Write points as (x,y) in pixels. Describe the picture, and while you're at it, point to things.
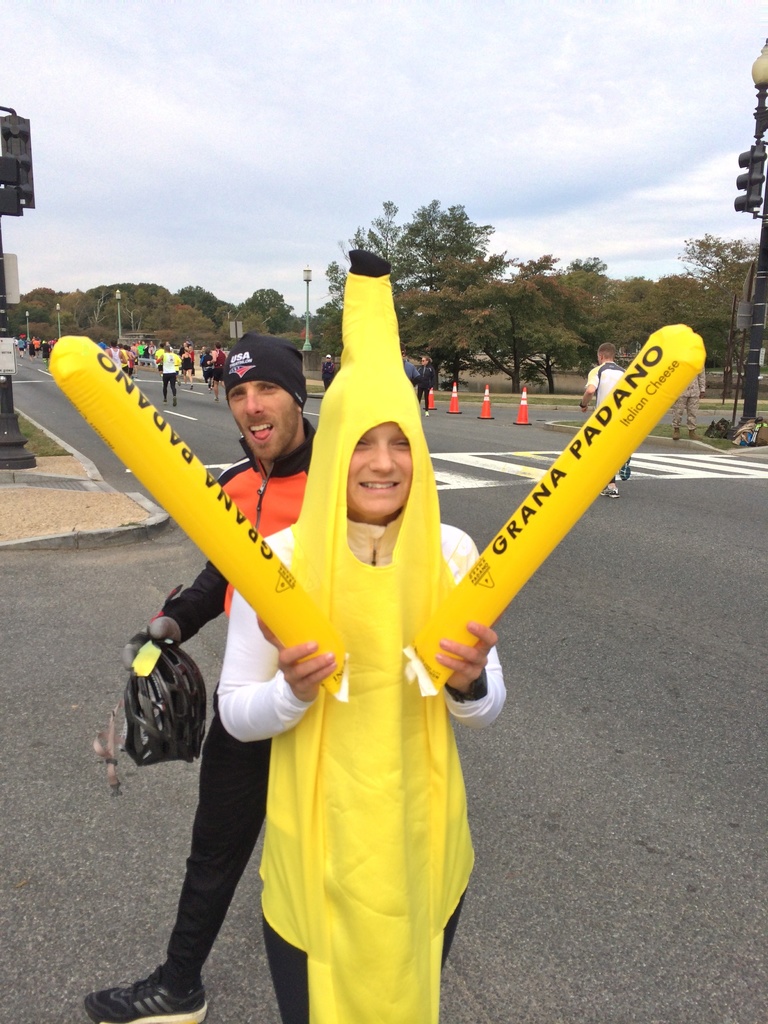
In this picture I can see few people (218,357) walking and few (205,361) are running and I can see couple of them (261,467) standing and a person (283,710) wore a banana costume (347,594) and I can see another man (218,740) holding a helmet (189,749) in his hand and I can see trees (457,219) and couple of poles (4,413) and few pole lights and I can see cloudy sky (316,210).
